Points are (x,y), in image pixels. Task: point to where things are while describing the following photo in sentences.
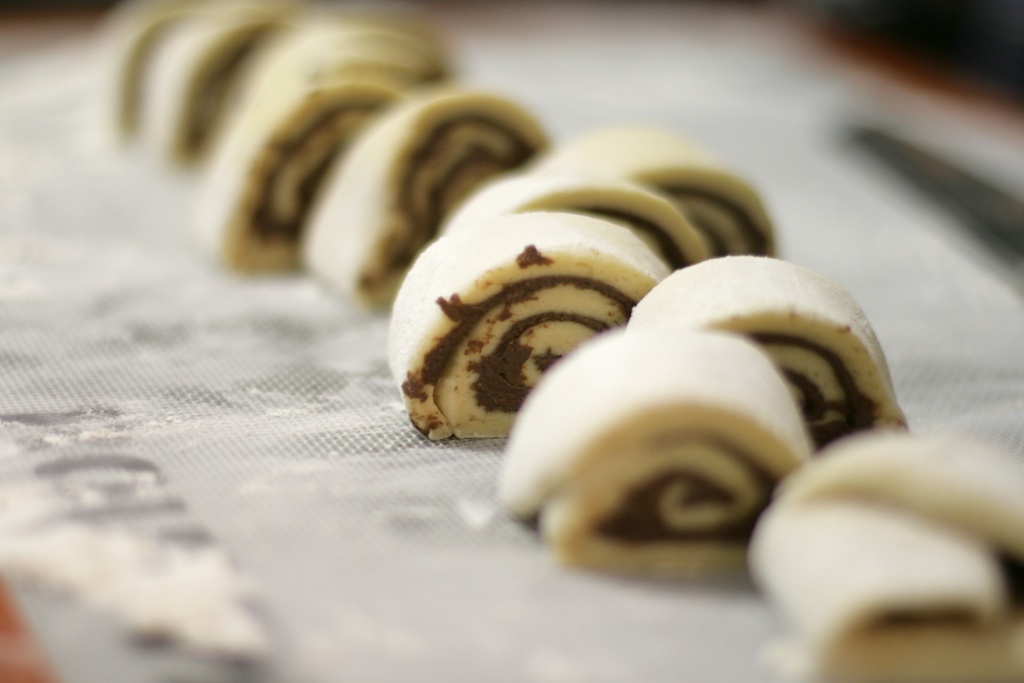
In this image, I can see a food item (583,243), which is placed on the tray (476,566). The background (753,9) looks blurry.
